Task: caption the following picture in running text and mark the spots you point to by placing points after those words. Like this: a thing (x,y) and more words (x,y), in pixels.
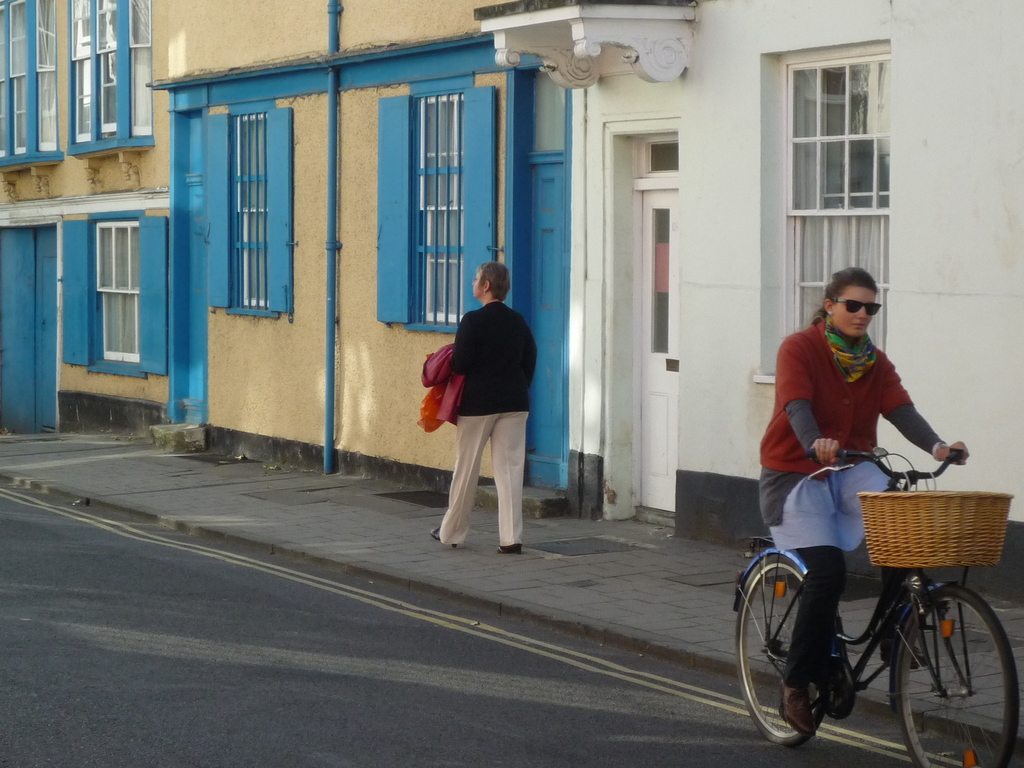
There is a woman (842,296) riding a bicycle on a road (885,748) on the right side (845,280). There is a person (486,300) walking on side way (422,488) of a road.
